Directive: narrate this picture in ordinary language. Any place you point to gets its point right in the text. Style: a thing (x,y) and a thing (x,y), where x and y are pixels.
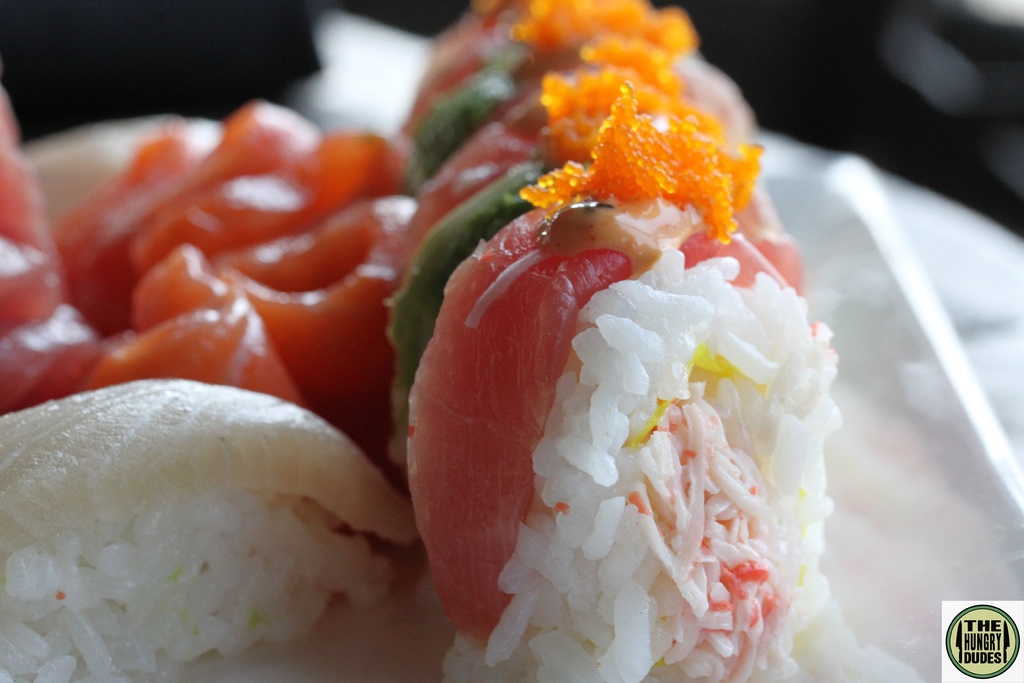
Here we can see rice (160,633) and food items (414,282). In the background (1000,66) the image is not clear to describe the objects (954,228).
